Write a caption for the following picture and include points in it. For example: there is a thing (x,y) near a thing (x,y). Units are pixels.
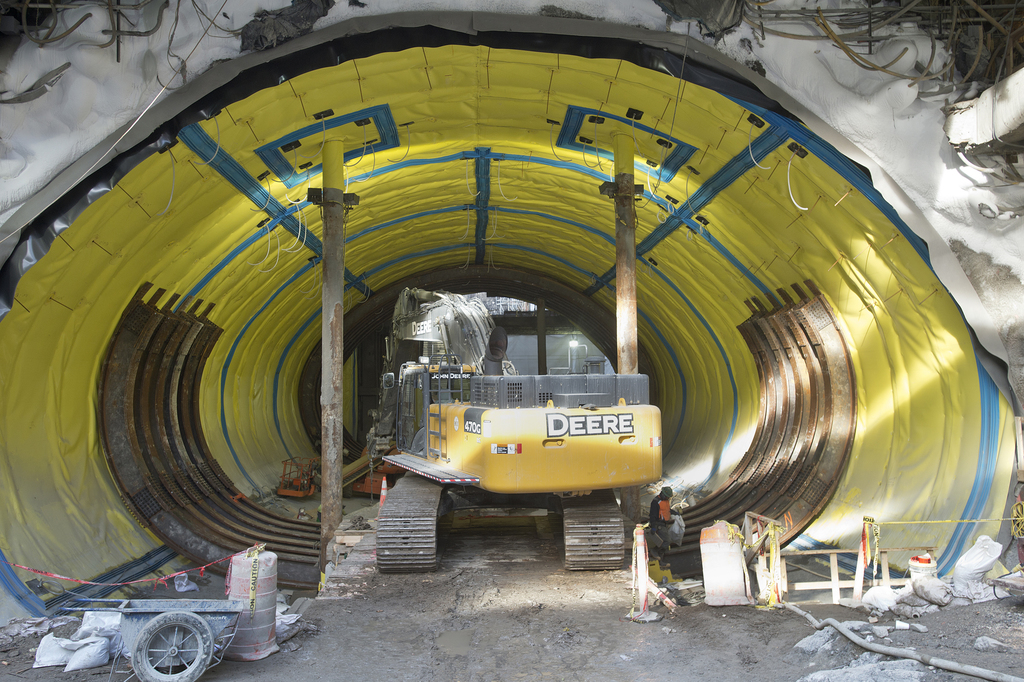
There is a construction of something going on. There are pillars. Also there is a excavator (528,391). Near to that there is a person (662,496). Also there are some other items (710,531) on the ground (790,600).
